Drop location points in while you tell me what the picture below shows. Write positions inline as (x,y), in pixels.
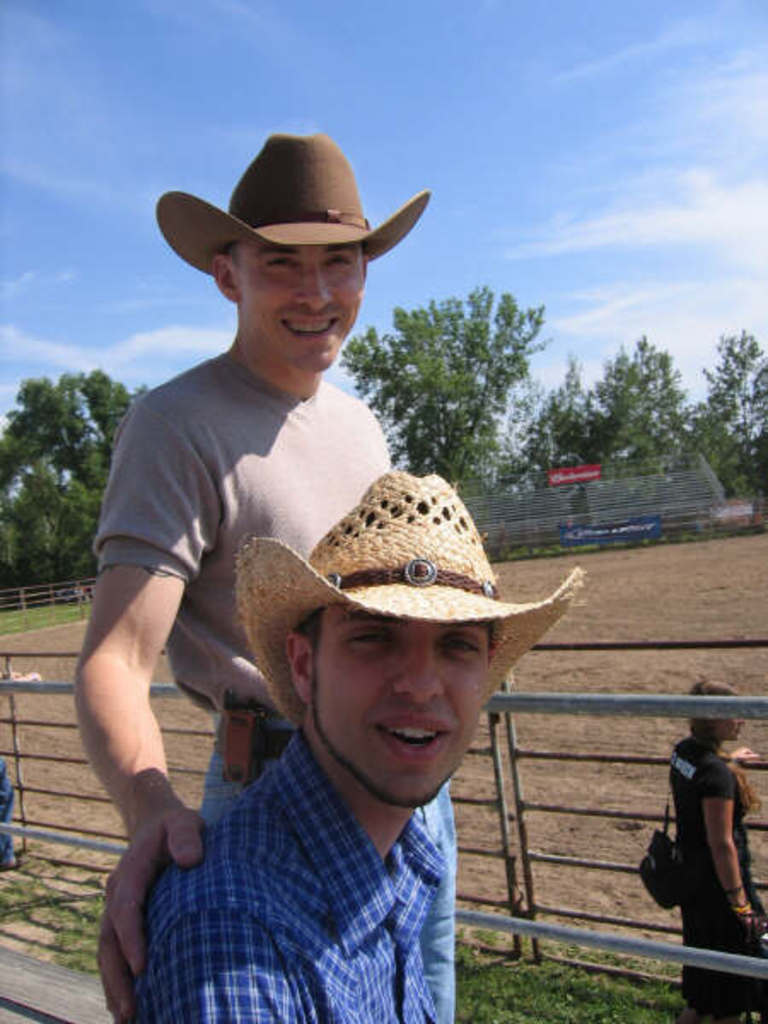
In the center of the image (352,568) we can see two persons (334,799) are wearing hats (208,215) and they are smiling. In the background (707,64), we can see the sky (722,11), clouds (590,233), trees (677,413), banners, fences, grass (2,617), one person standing and wearing a backpack (678,894) and few other objects (571,497).
